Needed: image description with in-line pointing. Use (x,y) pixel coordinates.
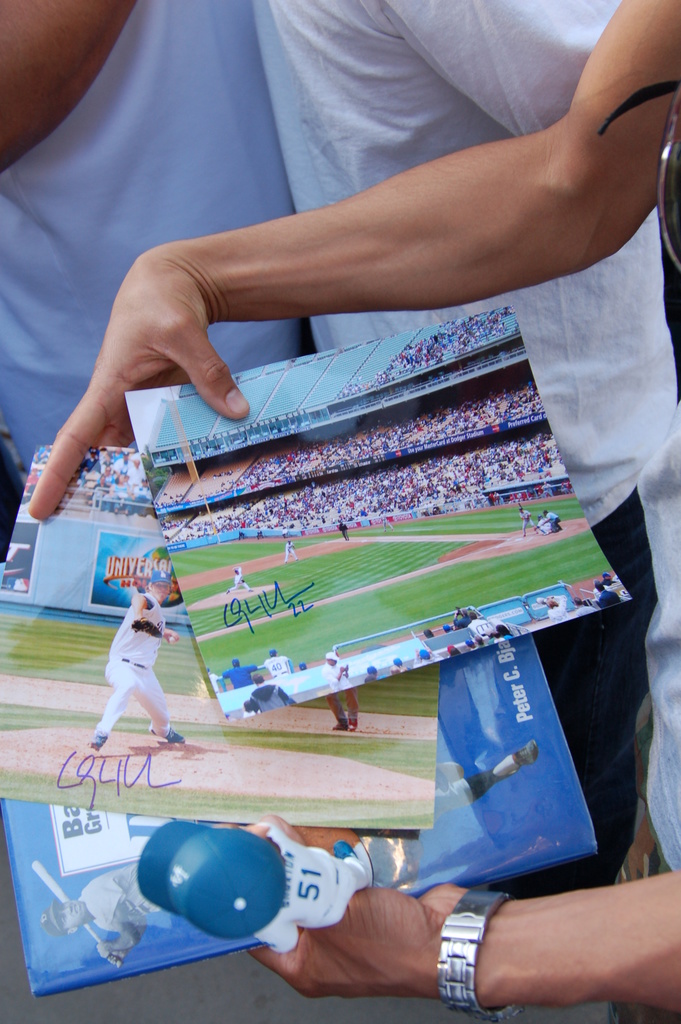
In this image, we can see a person (552,257) whose face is not visible holding photos (211,548) with his hand (363,902). In the background of the image (91,338), we can see two persons (529,291) wearing clothes (602,489).
